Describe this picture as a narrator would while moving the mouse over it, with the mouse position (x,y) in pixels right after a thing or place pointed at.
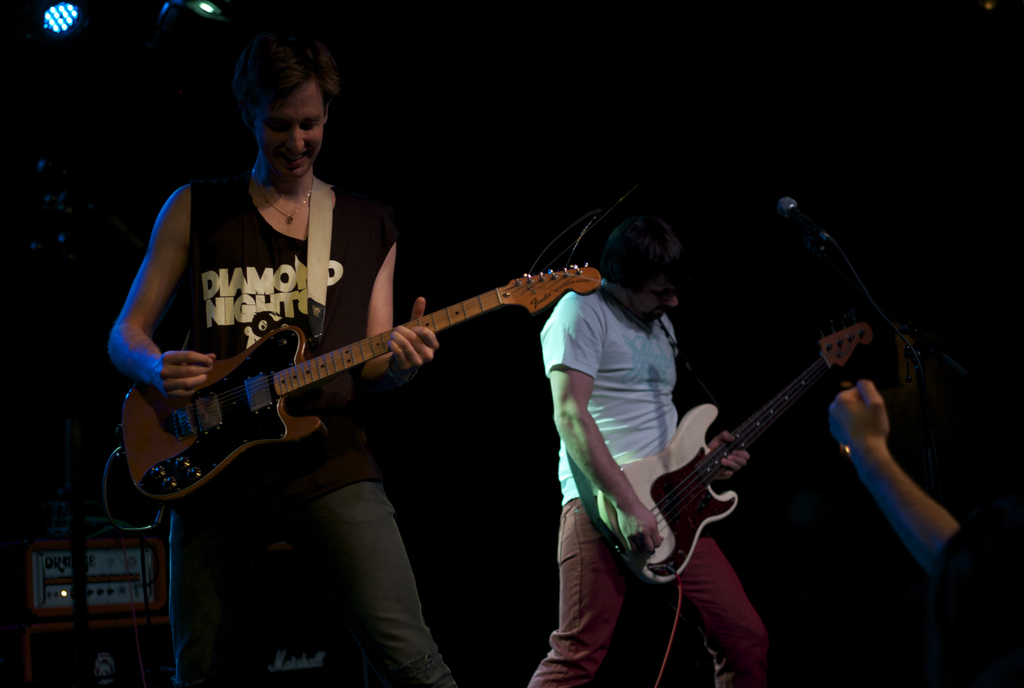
In this image there are 2 persons (157,366) standing and playing a guitar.
